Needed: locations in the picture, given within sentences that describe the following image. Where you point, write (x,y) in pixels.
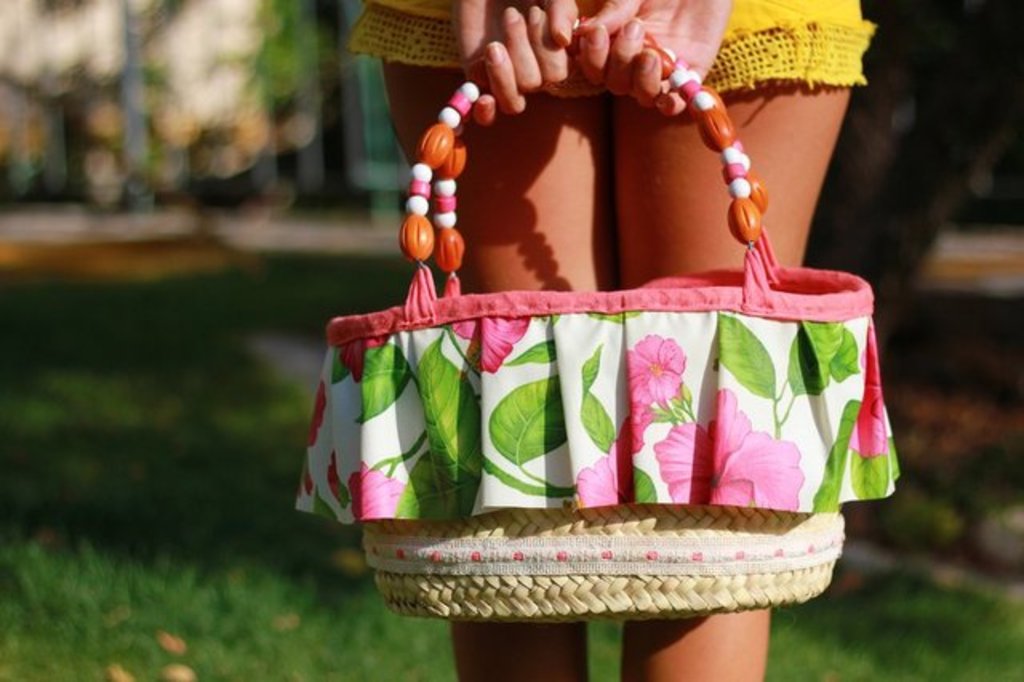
In this picture we can see a person (806,33) who is holding a bag (491,357) with her hands (640,57). And this is grass (135,539).
